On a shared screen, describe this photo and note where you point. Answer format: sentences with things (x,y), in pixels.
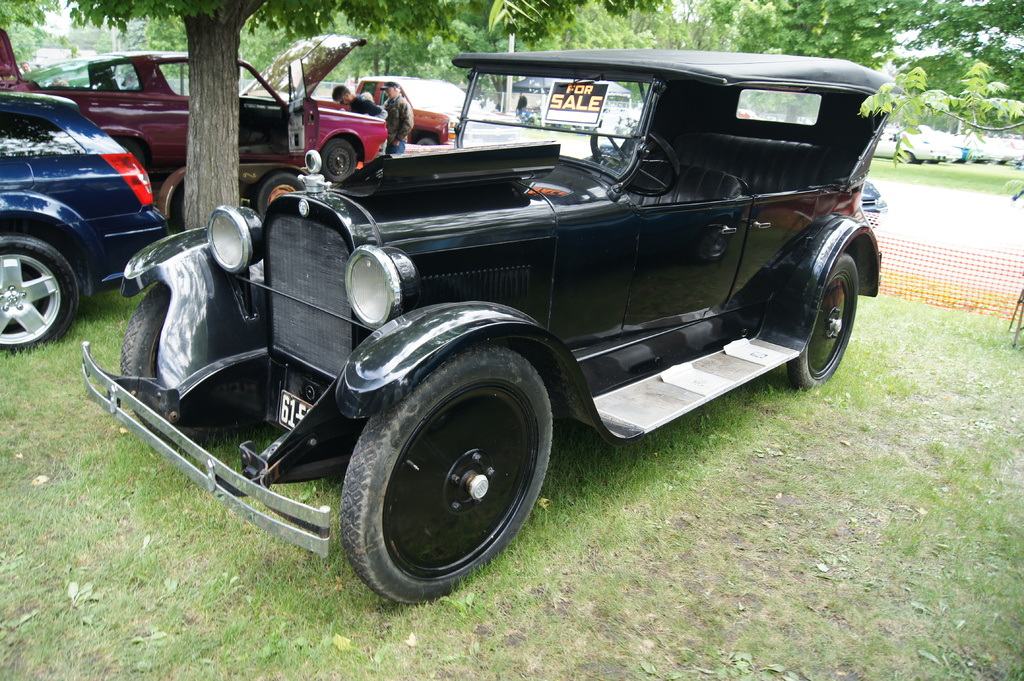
In the front of the image (742,305) there are vehicles (184,169), tree (199,169), people (406,114), board (558,110) and grass (573,472). Land (680,457) is covered with grass (871,445). In the background of the image (980,297) there is a mesh (983,294), vehicles (949,155), pole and trees (780,34).
